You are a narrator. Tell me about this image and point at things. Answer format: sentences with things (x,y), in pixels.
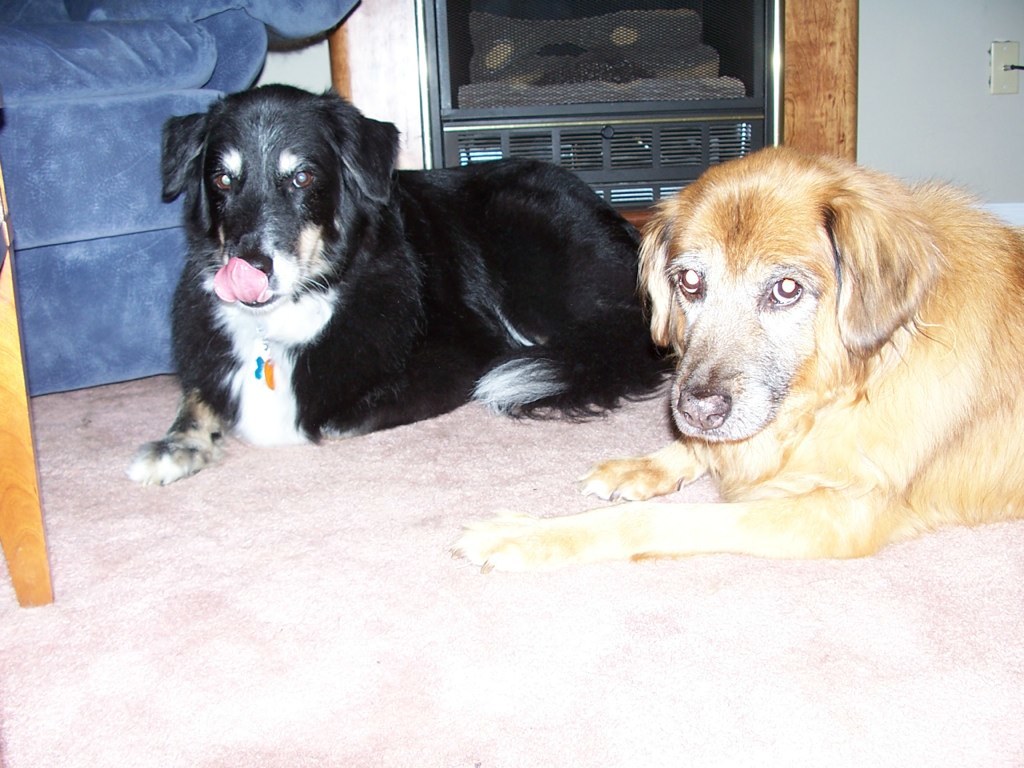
In the center of the image (482,319) we can see two dogs (441,320) are lying on the floor (431,507). In the background of the image (399,141) we can see a couch (179,76), fireplace (800,104), wall (949,117), board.
